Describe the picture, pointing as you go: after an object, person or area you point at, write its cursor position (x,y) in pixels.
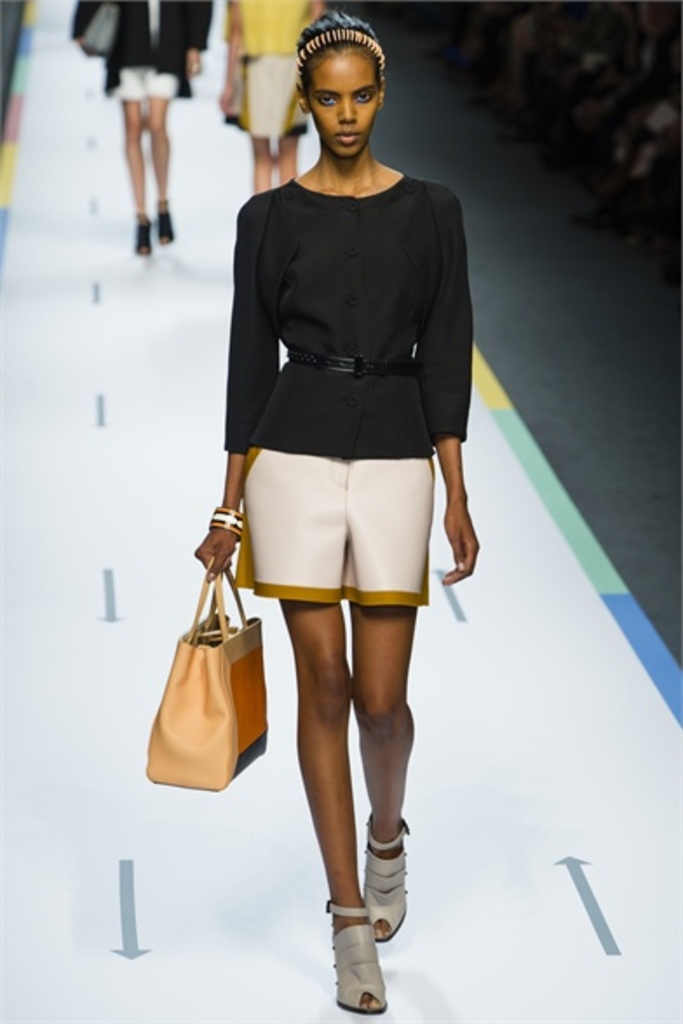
a person (304,598) is walking on the ramp (163,496) holding a bag (222,688). behind her there are 2 more people (188,94) walking.
